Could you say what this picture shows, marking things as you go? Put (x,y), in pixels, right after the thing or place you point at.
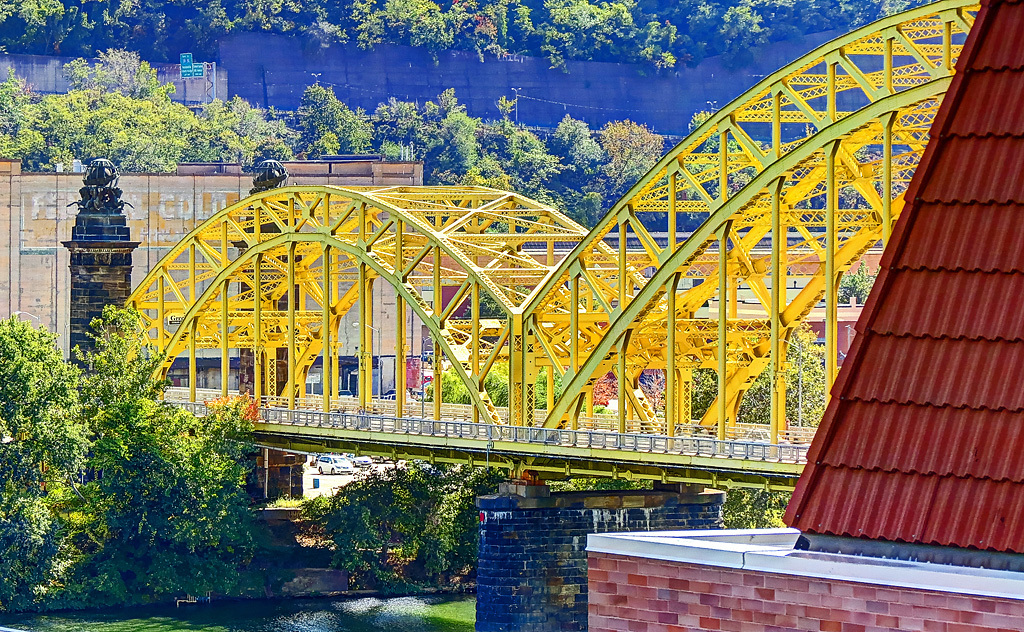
In this picture we can see a bridge (448,405) and buildings (990,206), under the bridge (502,434) we can see vehicles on the road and in the background (507,388) we can see trees (492,374), boards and some objects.
